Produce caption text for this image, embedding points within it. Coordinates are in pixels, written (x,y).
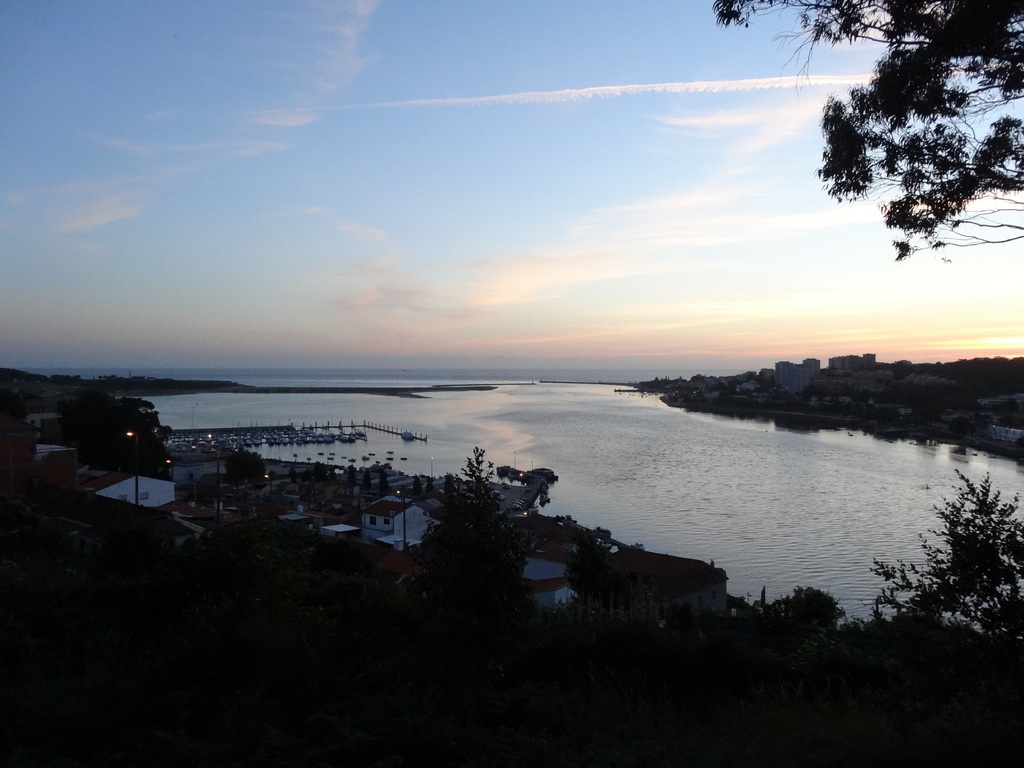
In the picture we can see an aerial view of the street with some houses (32,489), poles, lights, trees (582,570), plants (618,688) and beside it, we can see water (838,485) and in the background (744,202) we can see a sky (517,277) with clouds (474,288).
